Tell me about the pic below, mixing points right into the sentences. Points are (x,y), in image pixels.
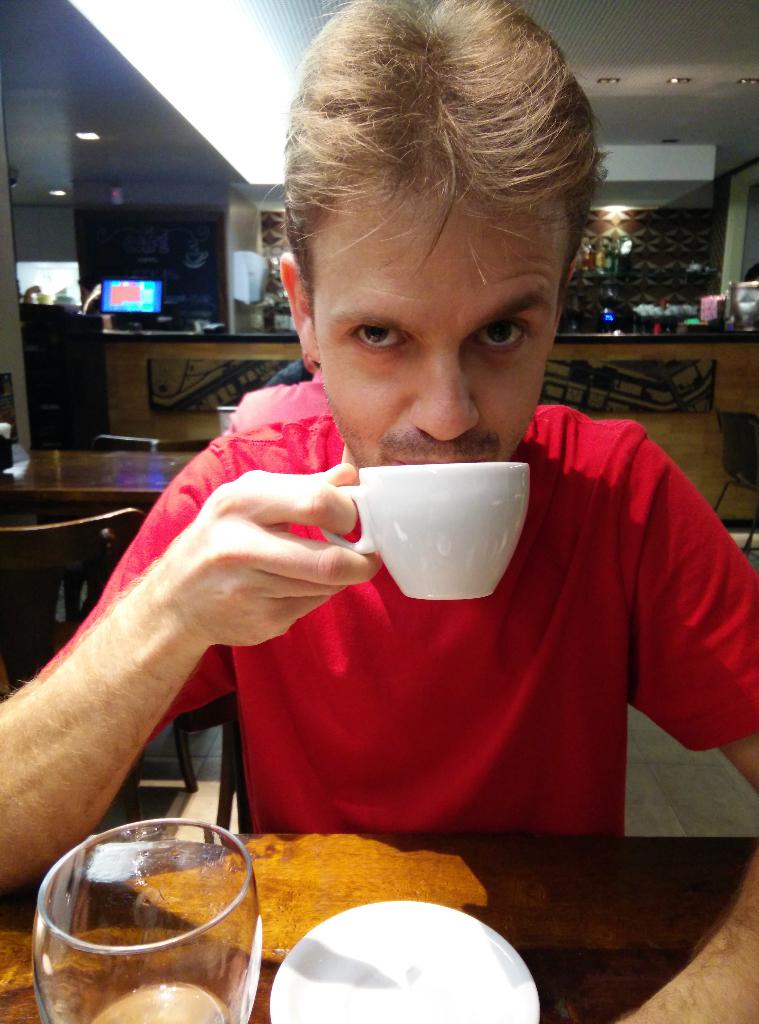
In this picture there is a man (441,460) sitting on a chair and holding a cup (445,488), in front of him we can see a glass (156,1019) and saucer (386,914) on the table (511,925). In the background of the image (195,413) we can see chairs (0,532), table (39,507), lights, screen (111,306) and objects (729,301).
